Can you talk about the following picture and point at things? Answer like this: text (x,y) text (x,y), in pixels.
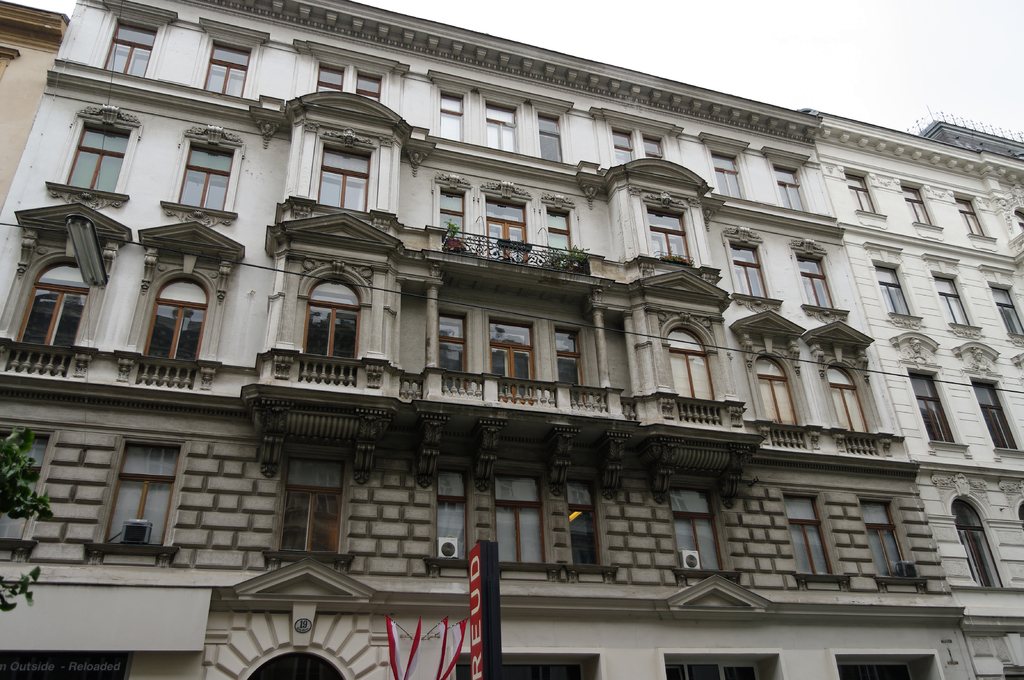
In this picture we can see buildings (184,360), here we can see air conditioners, house plants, tree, board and some objects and we can see sky (490,5) in the background (508,33).
